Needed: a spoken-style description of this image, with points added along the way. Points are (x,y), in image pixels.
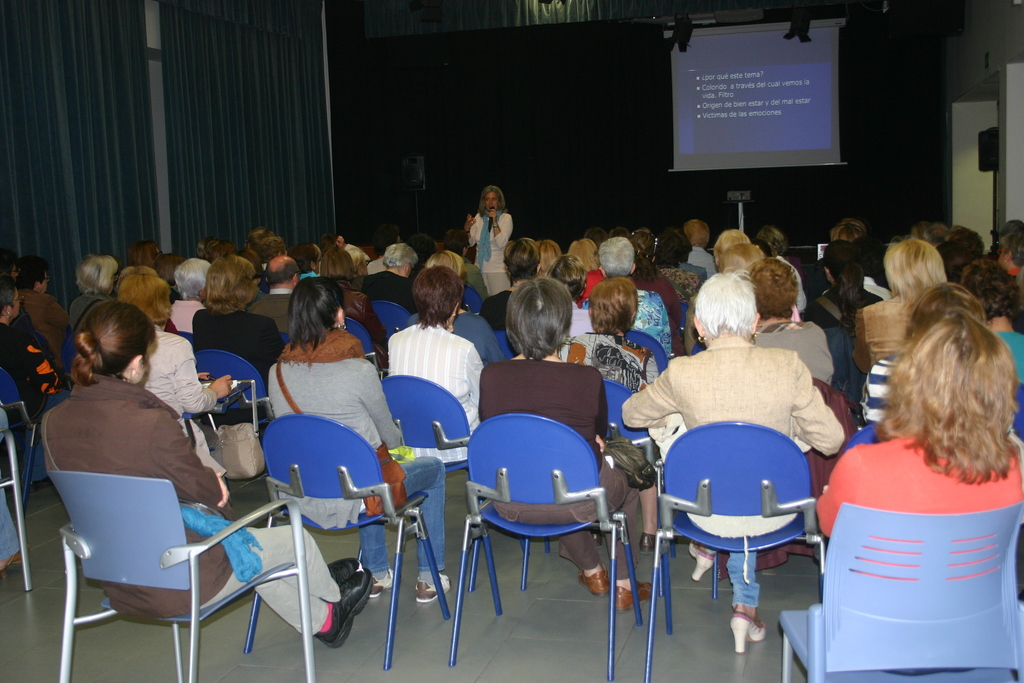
In the middle of the image (493,278) a person (505,204) standing and holding a microphone (491,206). In the middle of the image (455,259) these people (535,268) are sitting on chairs (350,328). Top right side of the image (825,78) there is a screen (679,114). Top left side of the image (211,86) there is a wall (270,93).
